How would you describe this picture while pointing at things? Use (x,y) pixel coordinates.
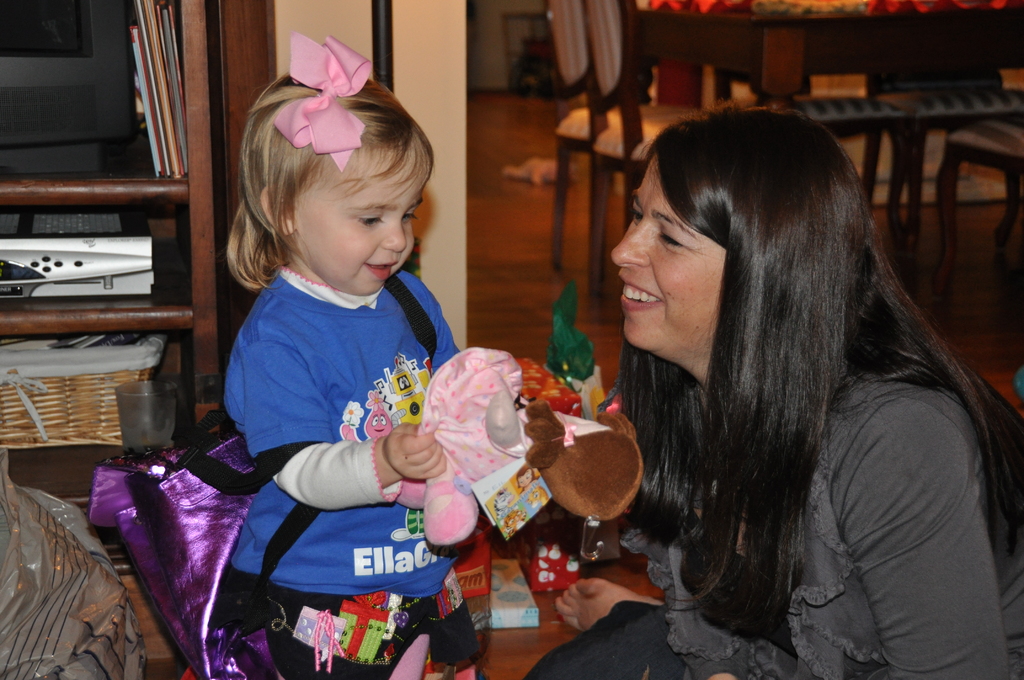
In this image I can see a person (888,541) wearing black colored dress (791,628) and a child (337,536) wearing white, blue and black colored dress (344,498) holding a doll (495,444) in hands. In the background (108,387) I can see a television (44,63), few books (167,88), a wooden basket (107,374), few chairs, the floor (518,236) and few other objects (688,80).
